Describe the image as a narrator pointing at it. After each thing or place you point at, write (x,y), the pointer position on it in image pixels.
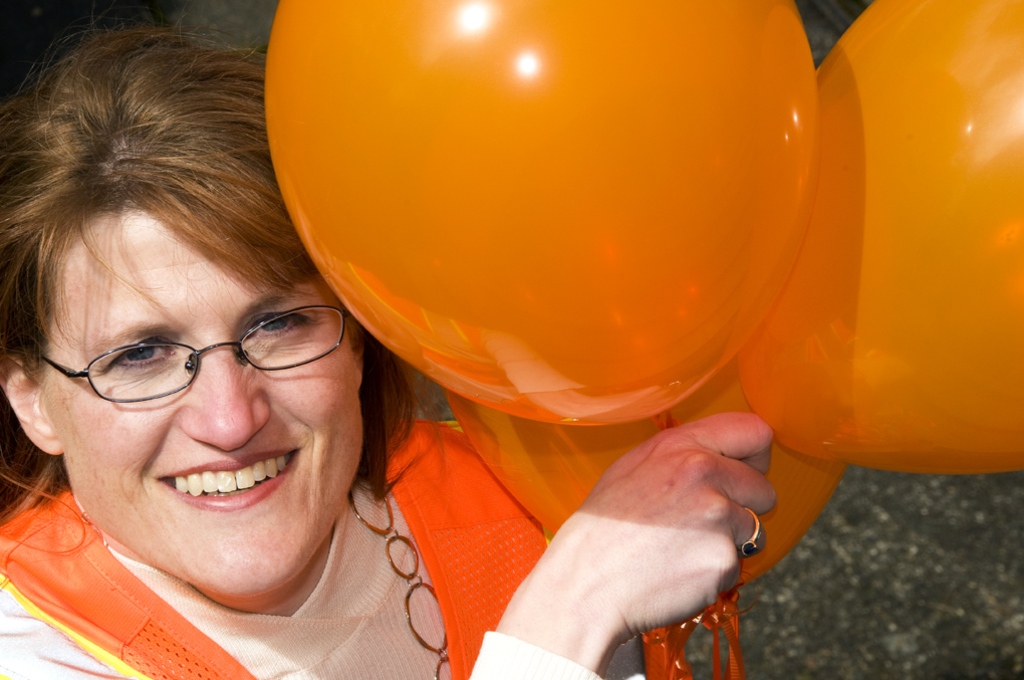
In the image there is a lady (227,465) smiling and she kept spectacles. And she is holding balloons (749,316) in her hand (743,484). And there is a ring (752,517) on her finger (746,538).
